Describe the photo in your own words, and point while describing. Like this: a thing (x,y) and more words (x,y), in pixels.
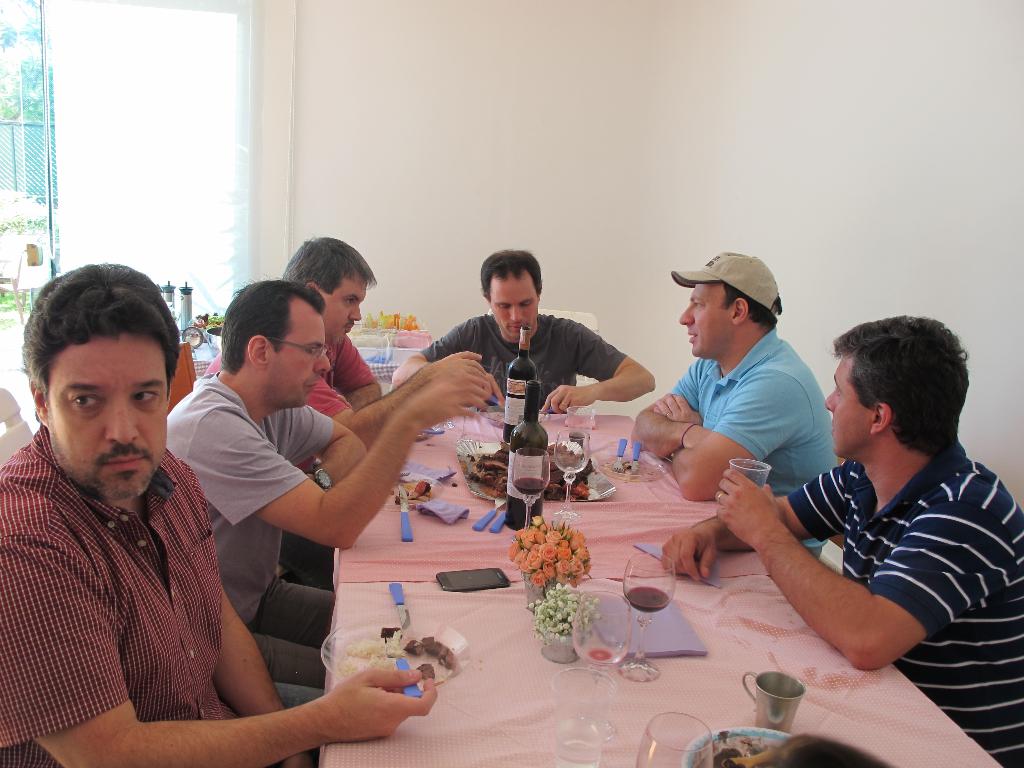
In this image I can see the group people (727,332) sitting in-front of the table (530,742). On the table (572,525) there are bottles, glass (532,496), plate (409,662) and the flower vase (547,559). At the back side (453,155) there is a wall (343,159).
